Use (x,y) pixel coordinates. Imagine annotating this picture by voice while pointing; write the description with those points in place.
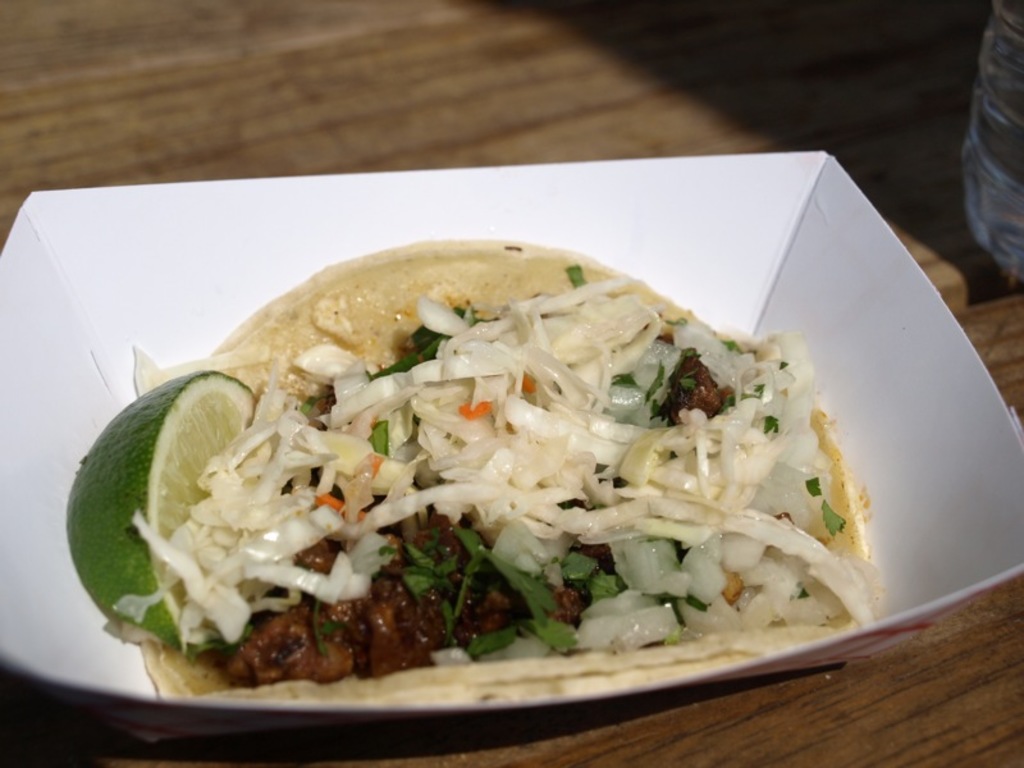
In this image we can see a food item (631,497) in the bowl (64,342), there are onions (654,564), there is a lemon (99,498), there is a water bottle (999,125) on the wooden table (204,104).
